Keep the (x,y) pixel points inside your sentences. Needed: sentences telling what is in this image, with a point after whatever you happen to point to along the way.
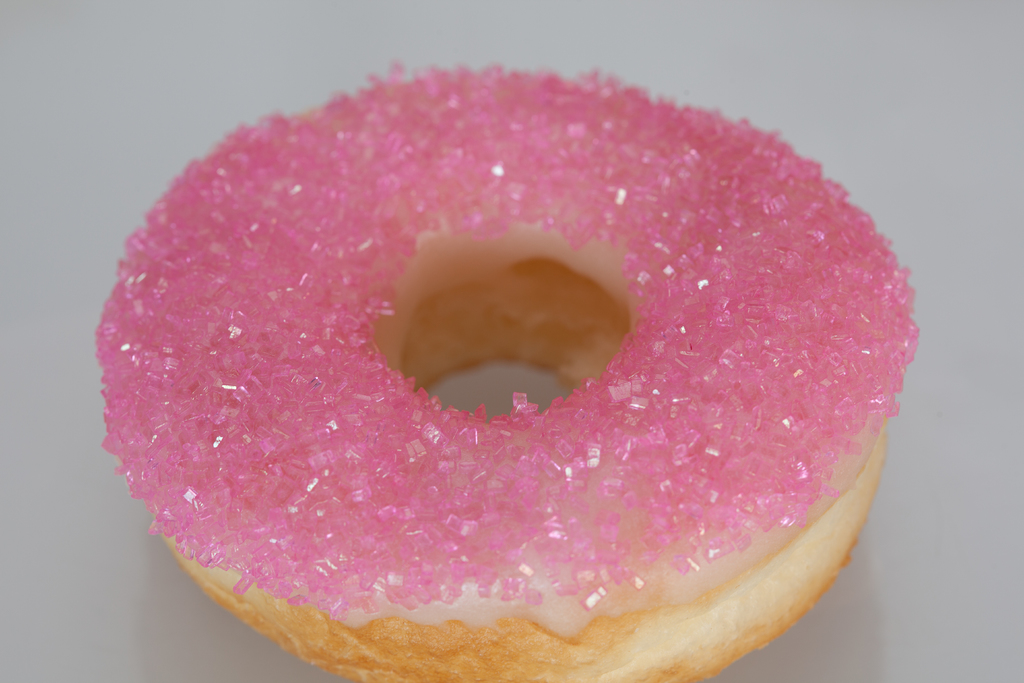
In this picture there is a donut (450,288) in the image.
